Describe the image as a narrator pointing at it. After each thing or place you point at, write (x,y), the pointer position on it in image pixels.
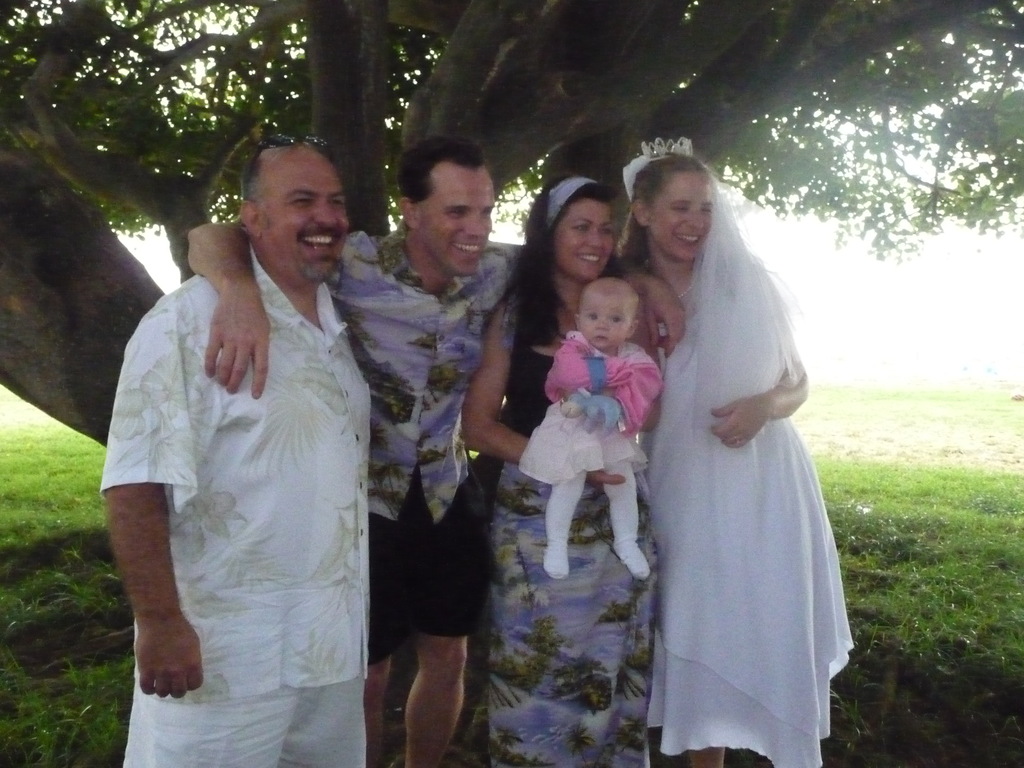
There are two men (415,377) and two women (713,263) standing and smiling. This woman (555,262) is holding a baby (601,453) in her hands (600,480). This is the grass (117,618). I can see a tree (108,234) with branches (557,97) and leaves (388,88).
